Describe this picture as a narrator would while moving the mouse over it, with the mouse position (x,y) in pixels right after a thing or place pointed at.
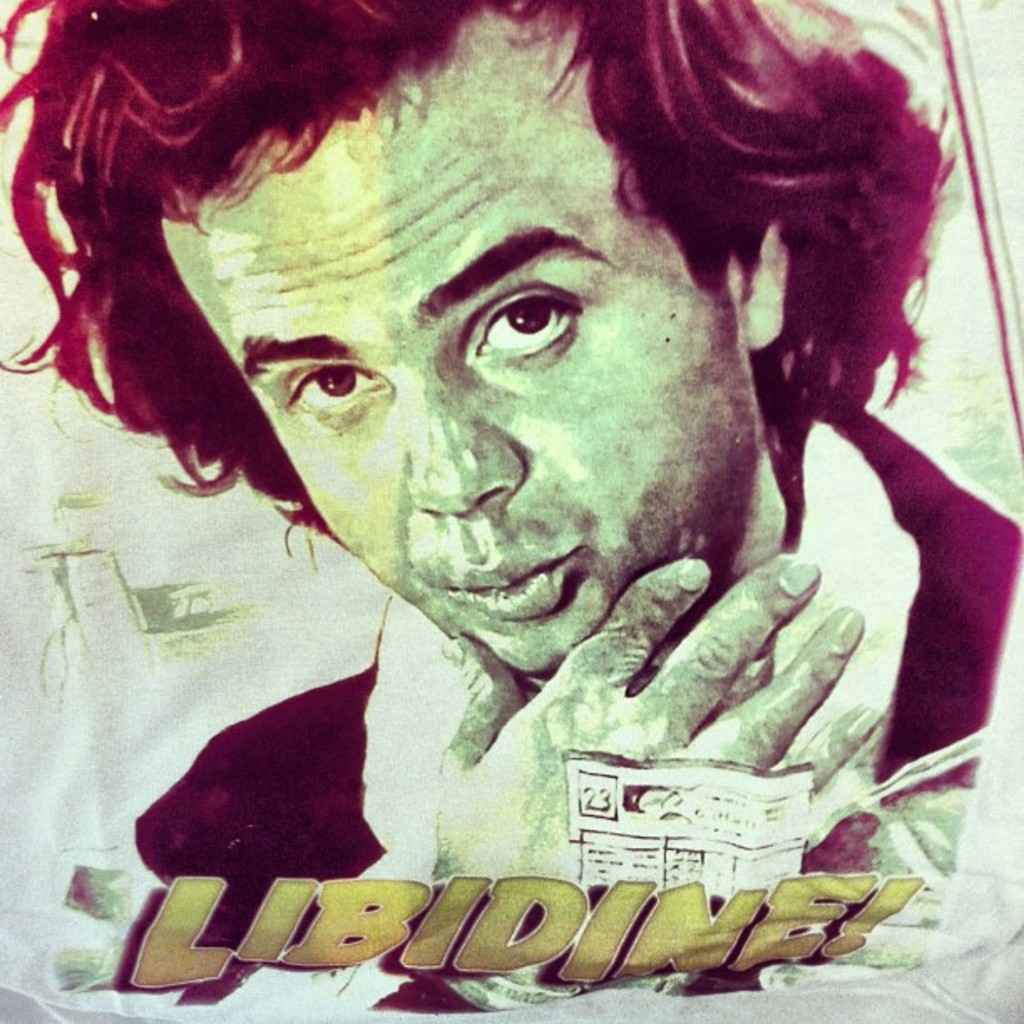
This is a poster in this image there is one man (550,586), and at the bottom of the image (422,928) there is some text (386,933).
